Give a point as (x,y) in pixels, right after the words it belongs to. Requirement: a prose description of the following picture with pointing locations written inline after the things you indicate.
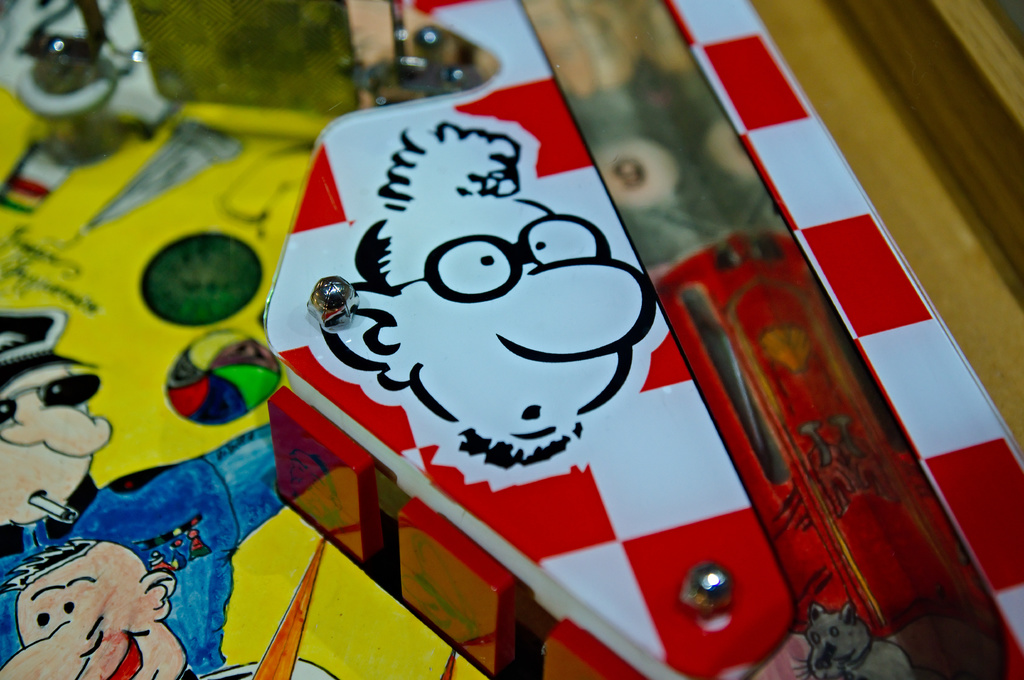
On the right side of the image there is a cartoon (452,278) on the object (657,451). On the left side of the image (190,486) there is a drawing (86,439) on the paper (244,613).
